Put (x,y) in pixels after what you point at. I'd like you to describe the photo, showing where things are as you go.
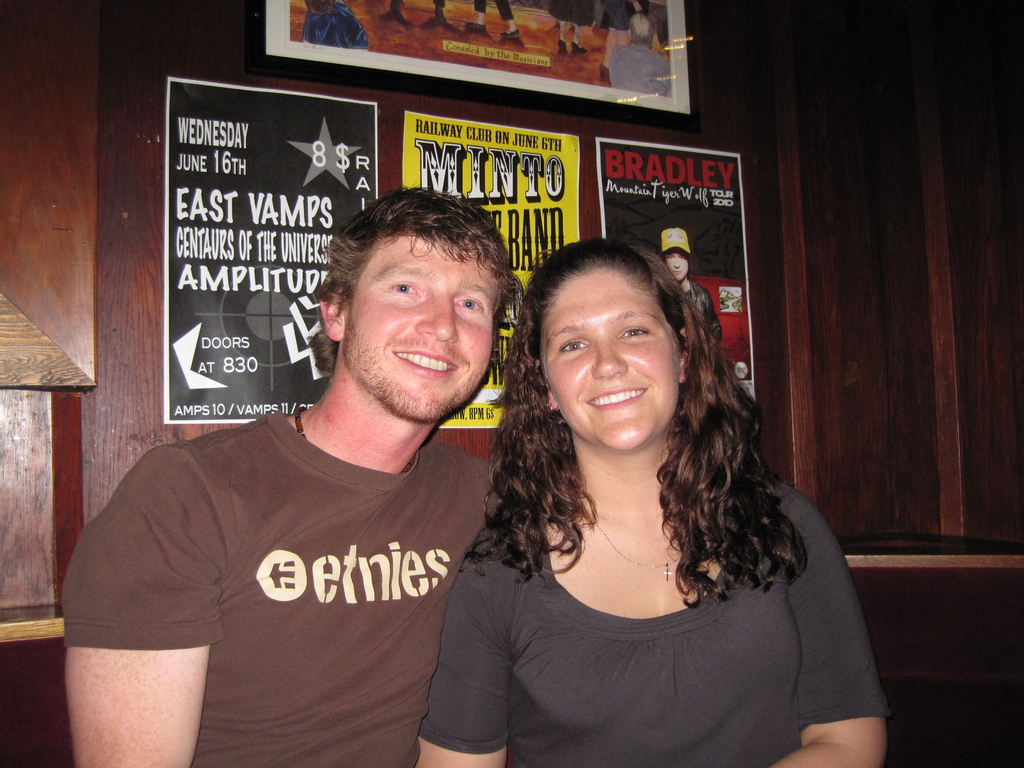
In this image, we can see a man (400,547) and a lady (506,617) smiling and in the background (367,172), there are posters (420,136) and a frame (497,34) on the wall (841,483).
